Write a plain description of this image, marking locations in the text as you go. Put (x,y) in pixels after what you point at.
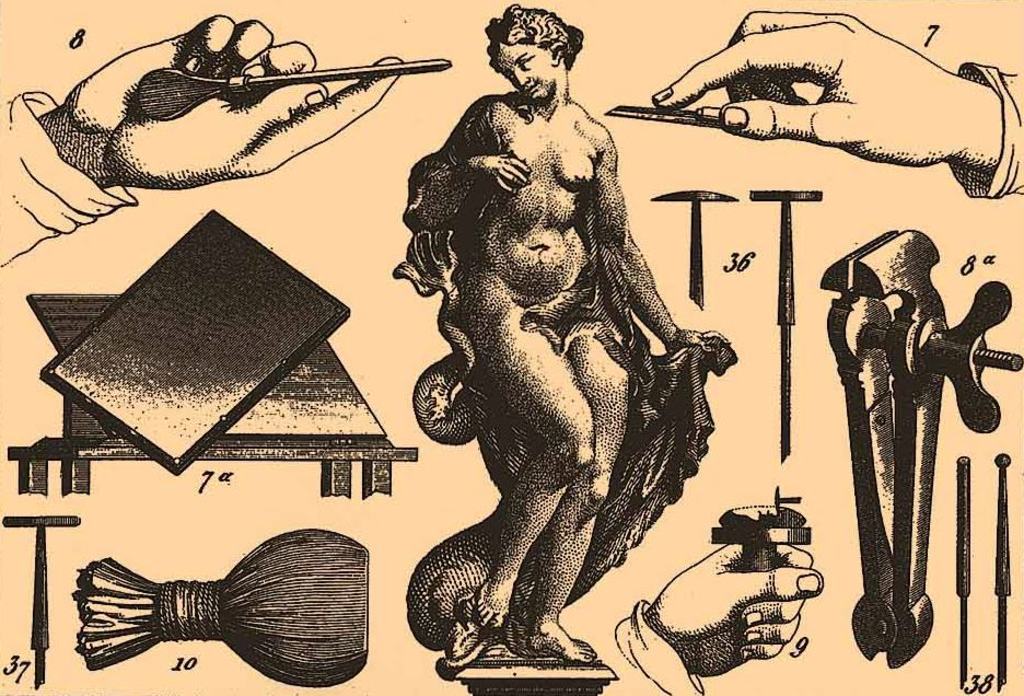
In this image there is a painting (644,92), there is a painting (421,590) of a woman (641,516), there are persons hand (272,64), there are numbers (228,481), there are objects (266,79) in the person hand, there are objects (84,615) that looks like tools (849,406).
